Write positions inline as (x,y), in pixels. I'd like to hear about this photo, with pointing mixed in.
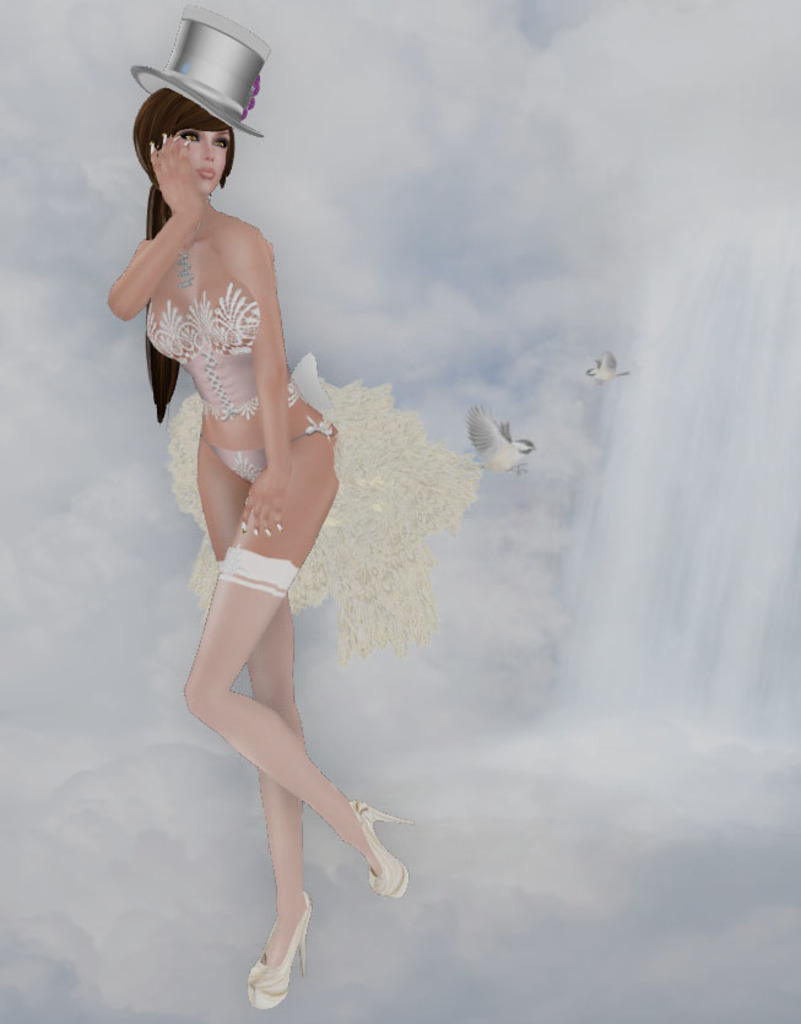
This image looks like a depiction in which I can see birds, woman (263,632) and the sky (457,555).
